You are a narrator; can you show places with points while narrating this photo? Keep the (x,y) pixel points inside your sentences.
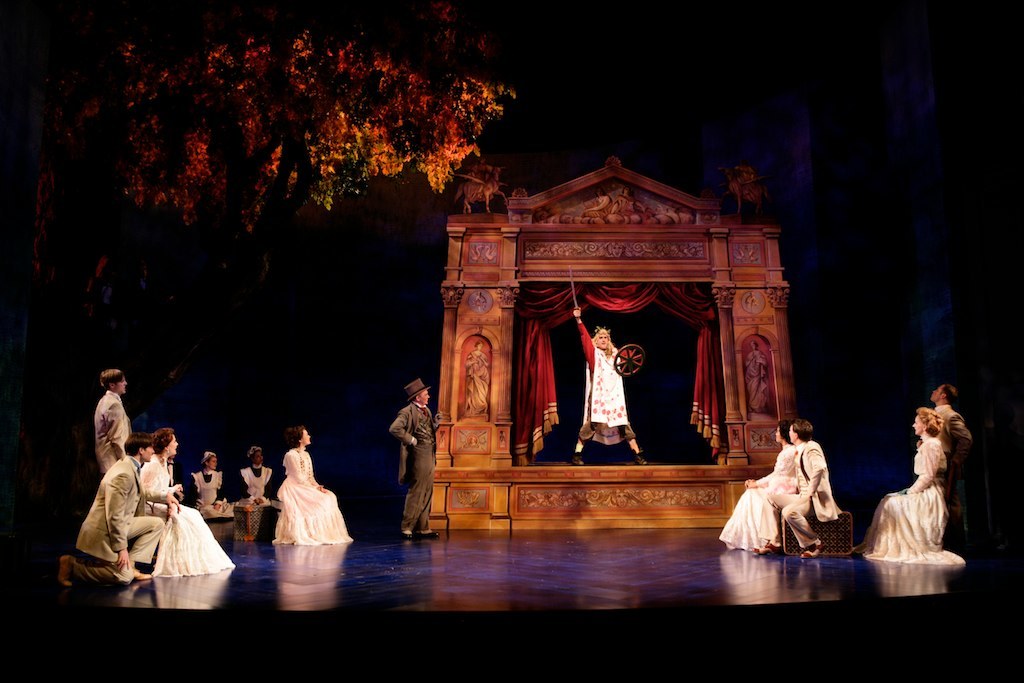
In this image I can see group of people (758,516), some are sitting and some are standing. In the background (666,256) I can see an arch (530,232) and few trees (331,103).
